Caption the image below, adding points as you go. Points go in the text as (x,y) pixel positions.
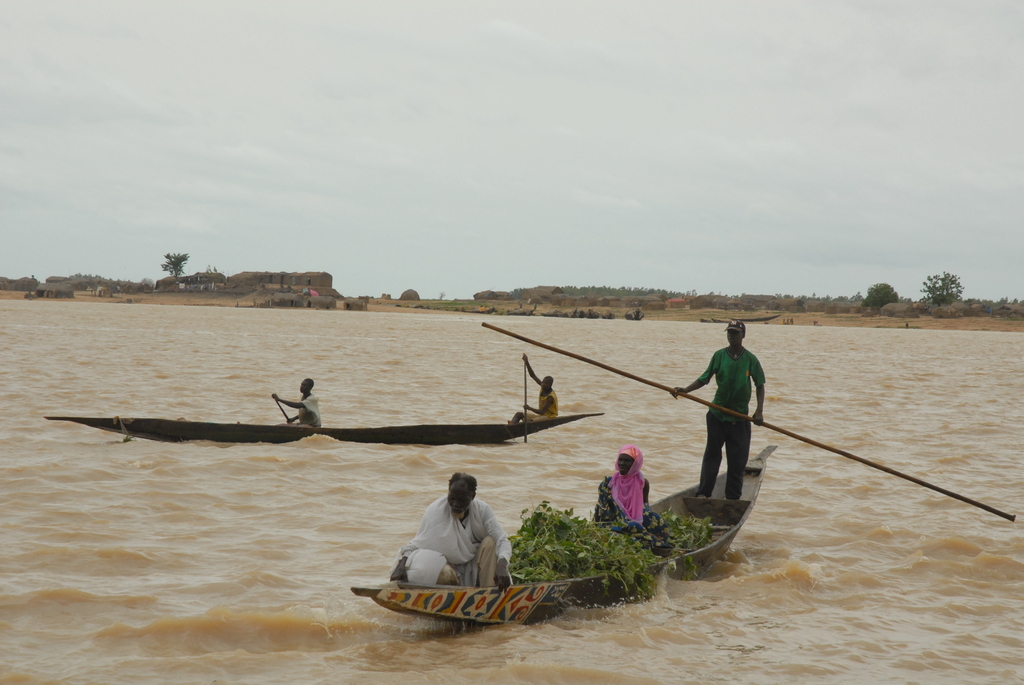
In the front of the image (800,460) there are boats (673,514), people (547,387), paddles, water (421,505) and plants (547,546). Among them three people (726,394) are holding paddles (279,405). In the background of the image (967,298) there is the sky (640,164), trees (655,292) and things (65,292).
